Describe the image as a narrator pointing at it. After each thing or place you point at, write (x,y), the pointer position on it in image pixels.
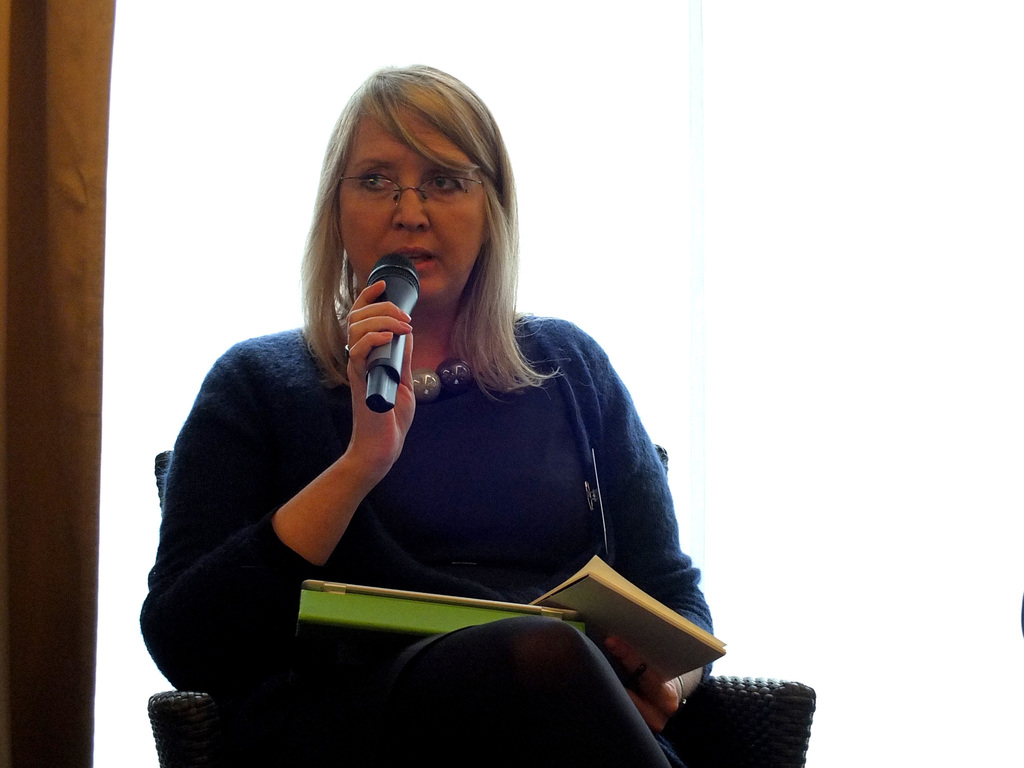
In this image there is a woman (481,658) who is sitting in chair (153,710) and speaking with the mic (408,269). She is holding two books (479,619).
